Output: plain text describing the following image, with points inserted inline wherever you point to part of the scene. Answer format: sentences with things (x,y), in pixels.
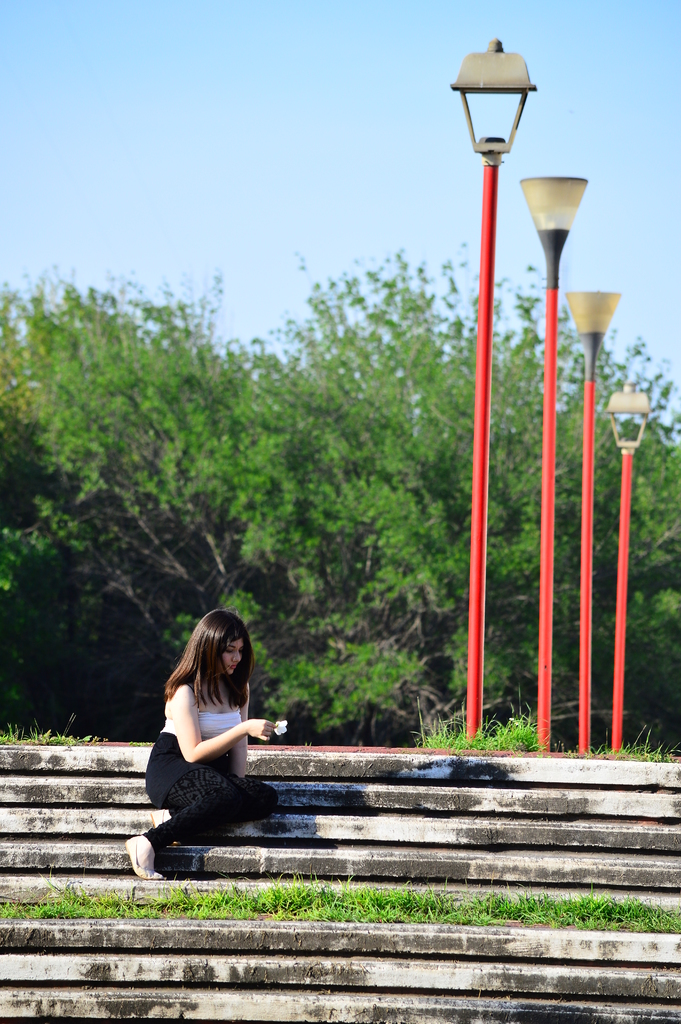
In this image I can see a person (188,800) sitting on the stairs (316,864). Back I can see few green trees (286,442) and few light poles (546,261). The sky (337,220) is in blue color.
